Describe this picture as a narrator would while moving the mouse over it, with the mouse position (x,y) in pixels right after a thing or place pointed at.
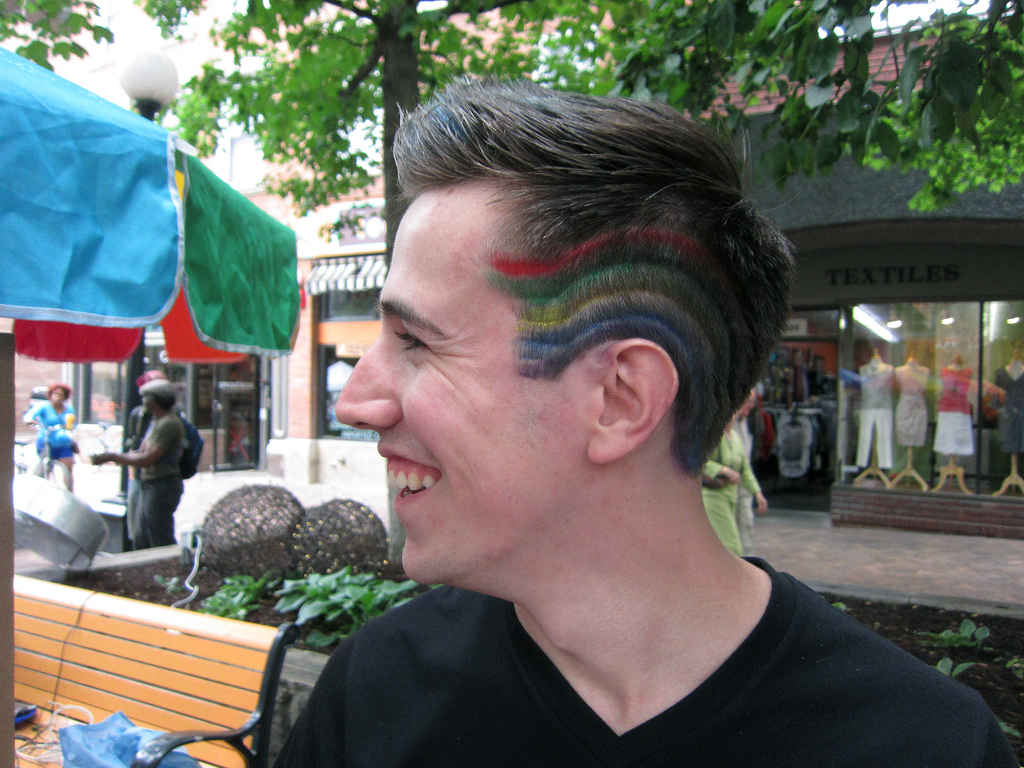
In this picture I can see there is a man (464,368) standing and he is wearing a black shirt (408,631), laughing and looking at left side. His hair (534,287) is dyed with different colors like red, green, blue. On to left (187,736) there is a umbrella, a bench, there are few people (138,463) standing at the pole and there is another person (50,407). There are two persons (741,502) walking to right (725,448) and there are small plants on the floor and there is a tree (693,22) and buildings (899,519) in the backdrop (968,519).
